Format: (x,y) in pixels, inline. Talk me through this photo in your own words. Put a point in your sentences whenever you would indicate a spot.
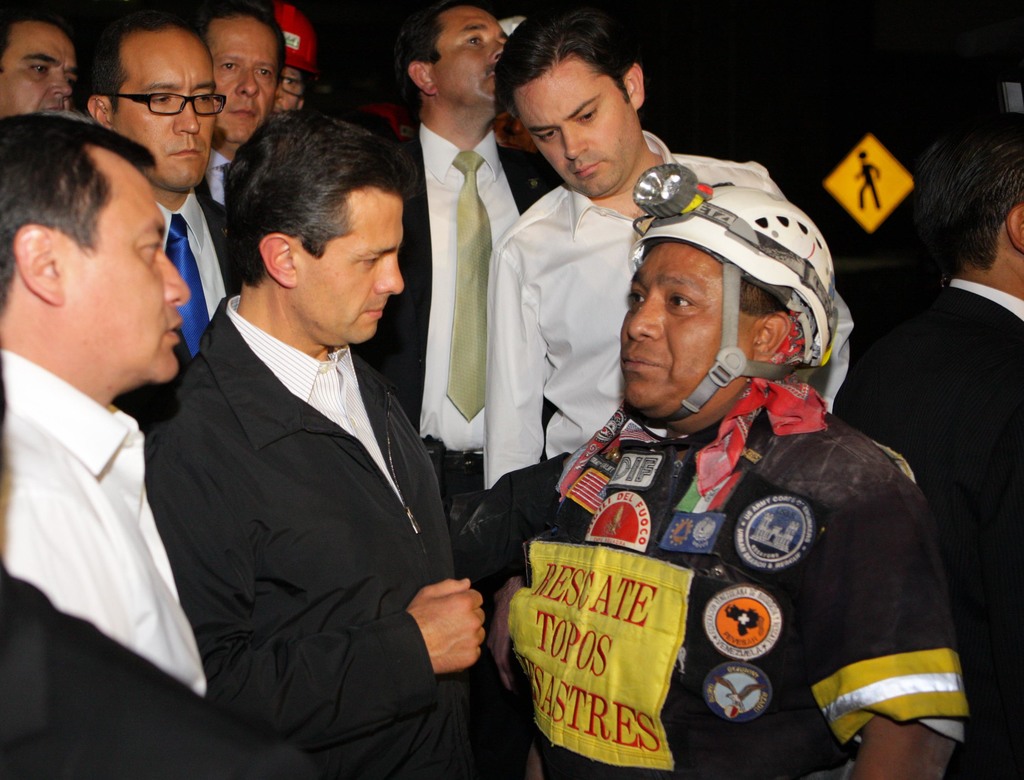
In this picture we can see a group of people (296,246), signboard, stickers (776,529) and some of them wore blazers (527,193), ties (482,226), helmets (788,262) and in the background (646,94) it is dark.
